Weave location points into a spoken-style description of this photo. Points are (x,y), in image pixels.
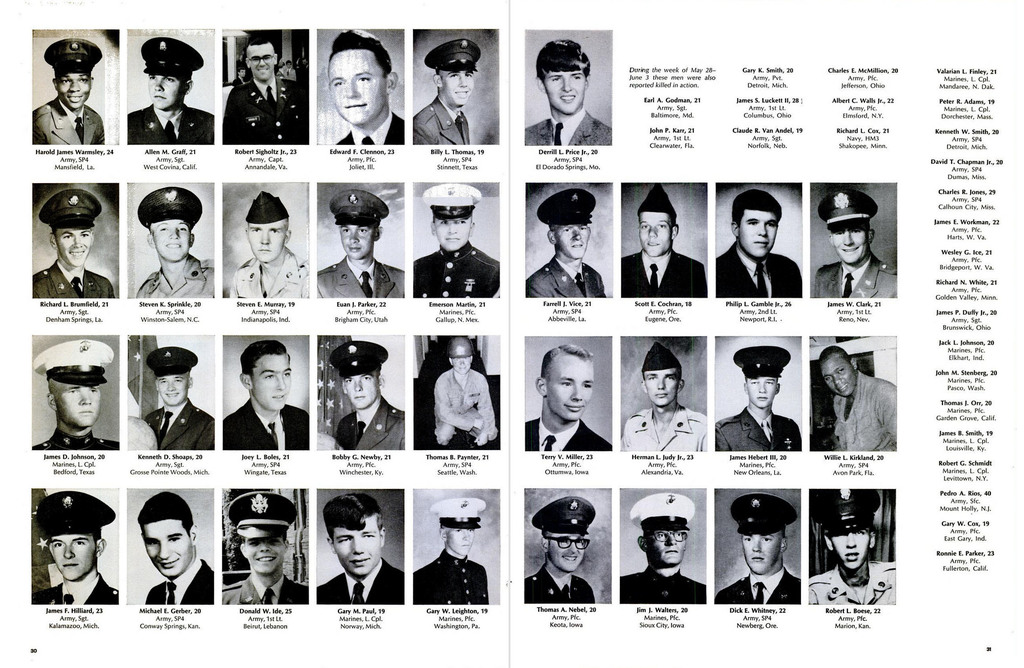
In this image there are so many people photos (399,533) with their names (342,609) under that, also there is some note (945,127) written on the right side (878,109).
